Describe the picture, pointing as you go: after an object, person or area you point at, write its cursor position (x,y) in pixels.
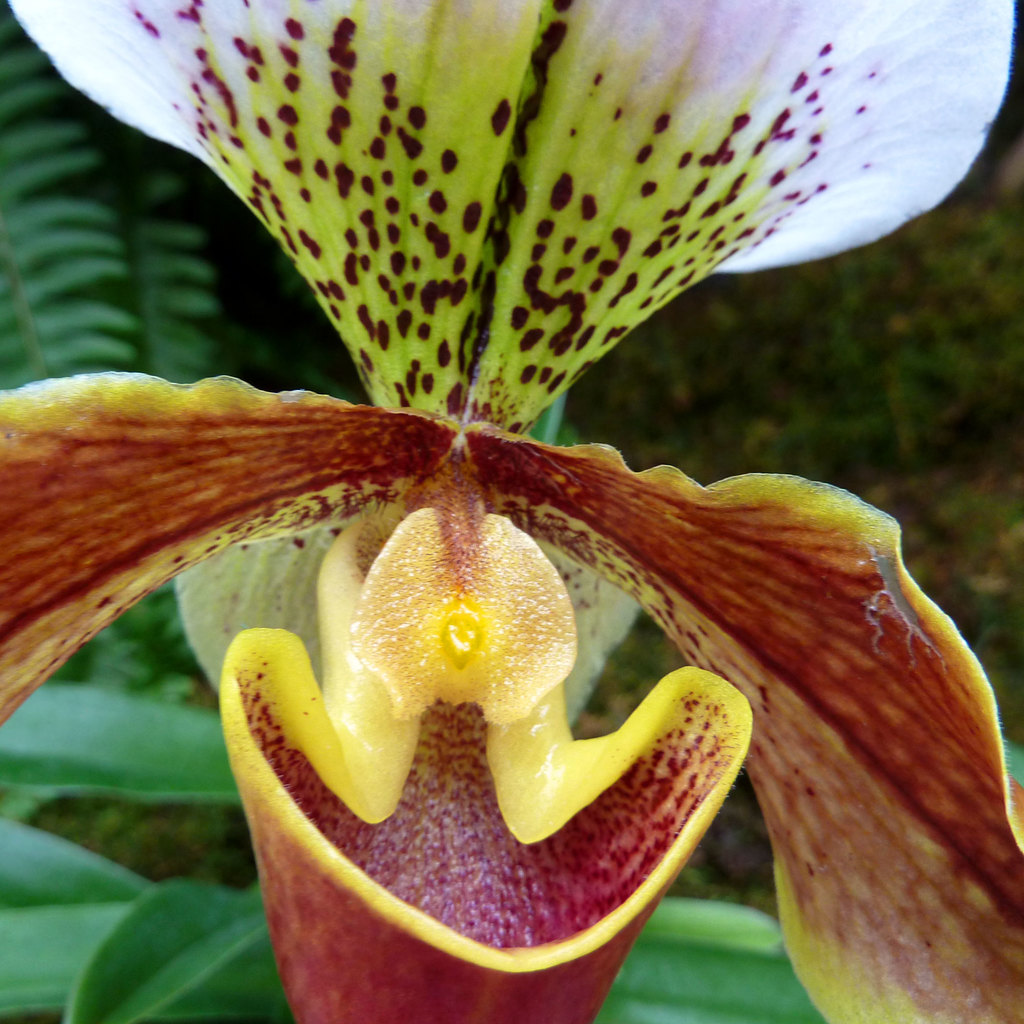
In this image I can see a flower (499,604) which are of white, green and brown in colour. In background (26,106) I can see few green colour leaves (159,238) and I can see this image is little bit blurry from background (122,967).
